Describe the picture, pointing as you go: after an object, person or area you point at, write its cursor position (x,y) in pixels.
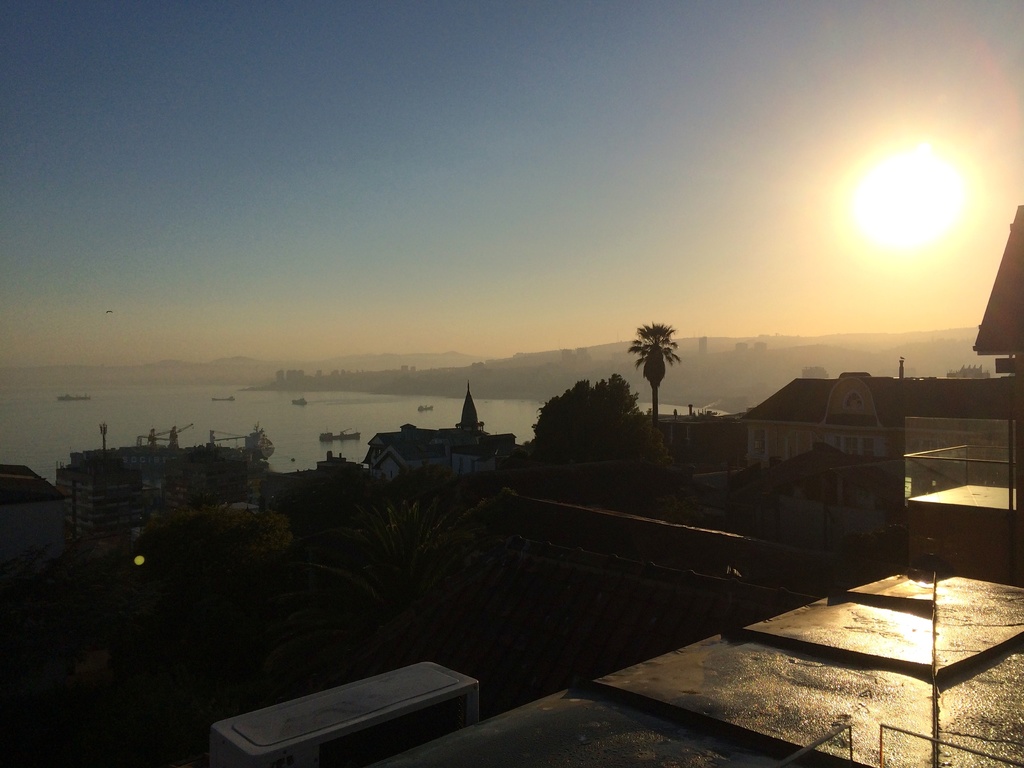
At the bottom of the image (86,607) we can see some buildings (986,473) and trees (82,729). Behind them we can see water (23,404), above the water (43,423) we can see some ships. In the middle of the image (514,377) we can see some hills (905,346). At the top of the image (894,153) we can see sun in the sky (405,71).
